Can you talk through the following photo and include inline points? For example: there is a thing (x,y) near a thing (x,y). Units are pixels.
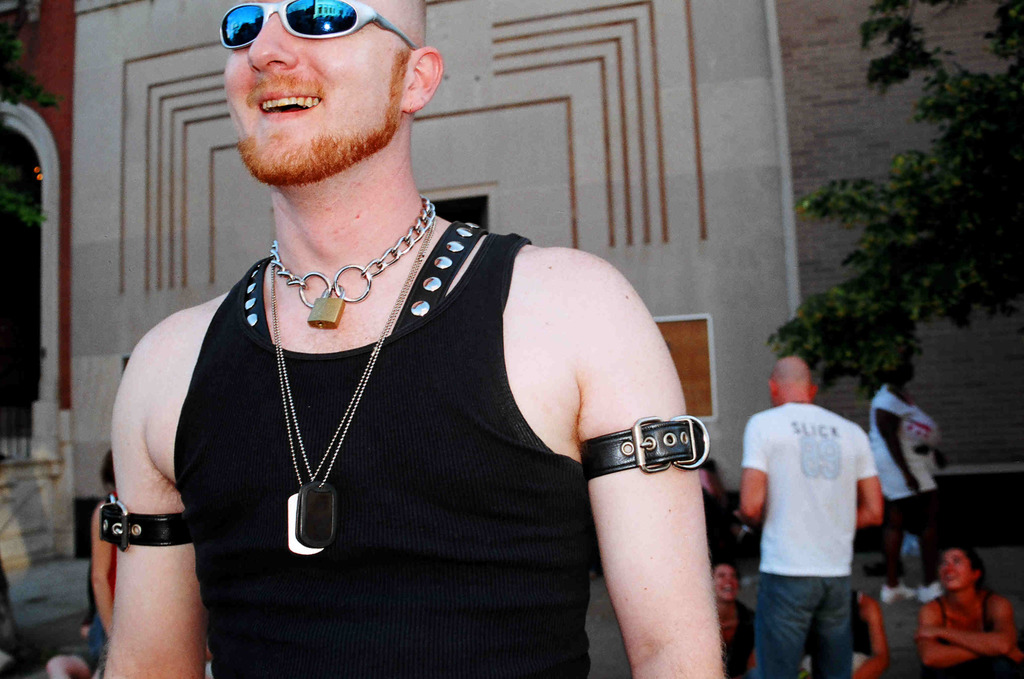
In the foreground of picture (414,468) there is a man (347,340) wearing spectacles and black dress (280,474). In the background (818,540) there are people (841,503). On the right (942,203) there is a tree (921,259). In the background (137,231) it is wall (610,156). On the left (15,64) there is a tree (30,89) and staircase (22,522).
